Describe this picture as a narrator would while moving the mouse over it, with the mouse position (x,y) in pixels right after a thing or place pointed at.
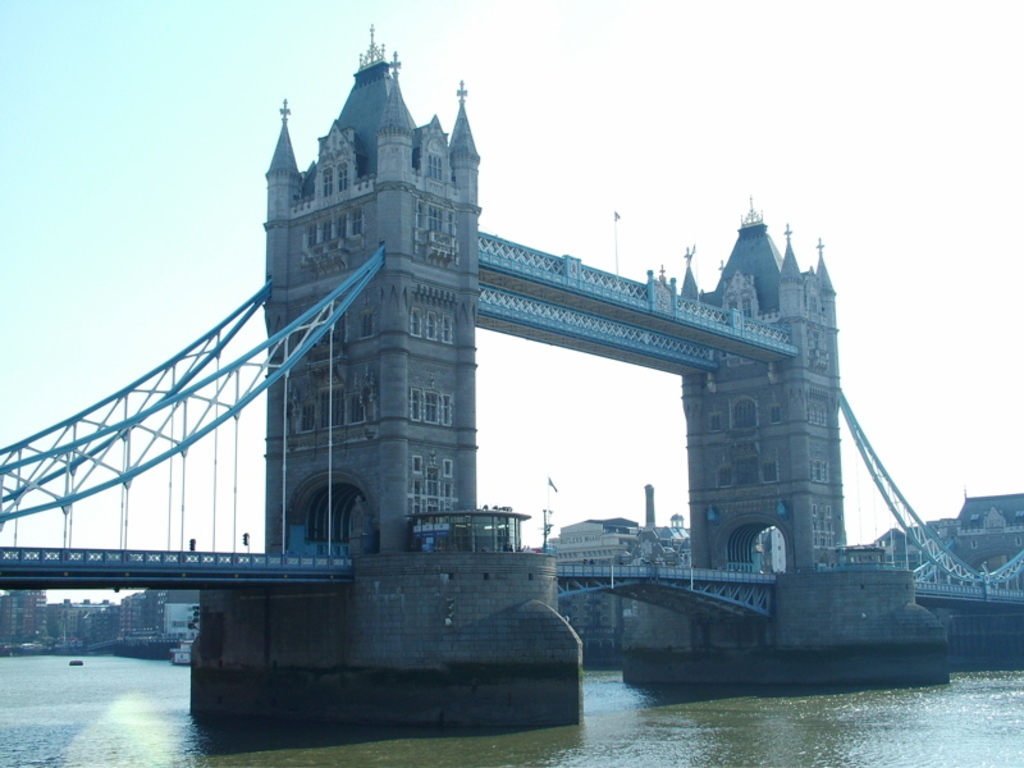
In the picture I can see a river (562,744), on it there is a bridge (391,689), beside it we can see so many buildings (167,617).
